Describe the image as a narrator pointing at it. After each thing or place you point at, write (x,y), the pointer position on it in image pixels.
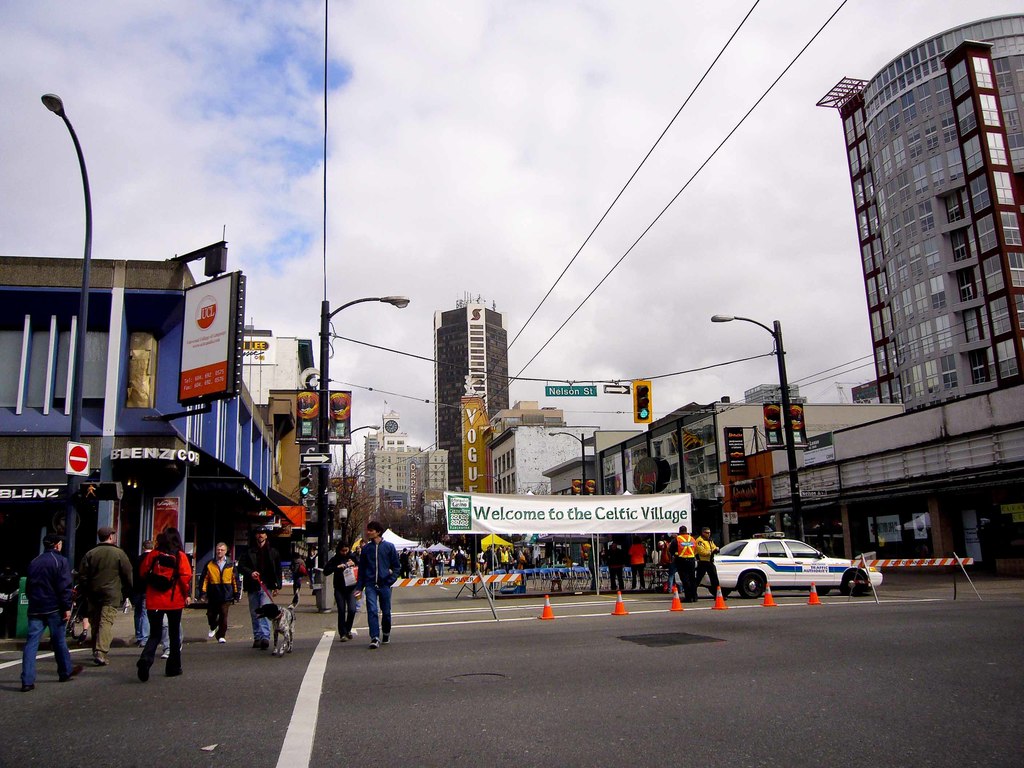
In this image we can see the buildings (393,487). On few buildings (393,487) we can see some text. In front of the buildings (298,504) we can see the trees (366,510), stalls (551,545) and persons (504,549). In the foreground (361,551) we can see street poles (320,586) with lights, wires (576,380), persons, banners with text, traffic light (645,402), a car (831,574) and barriers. On the left side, we can see boards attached to a building (139,395). On the boards (185,374) we can see the text (142,458). We can see the persons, a street pole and a dog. At the top (19,217) we can see the sky (537,189).
